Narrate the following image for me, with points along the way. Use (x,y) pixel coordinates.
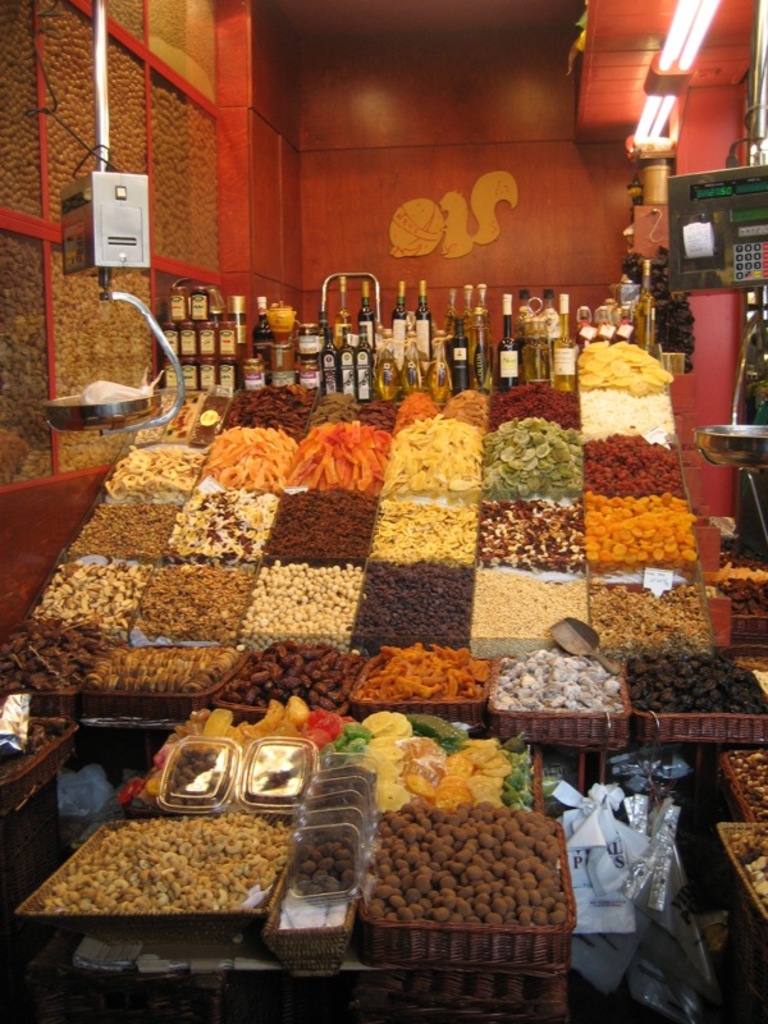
In this image we can see so many different items (332,596) are kept in different baskets (453,713). Left side of the image (113,204) weighing machine (121,292) is there. Background of the image (284,359) bottles (361,340) are present. Right side of the image (722,265) one machine (718,234) and light (690,63) is there.
